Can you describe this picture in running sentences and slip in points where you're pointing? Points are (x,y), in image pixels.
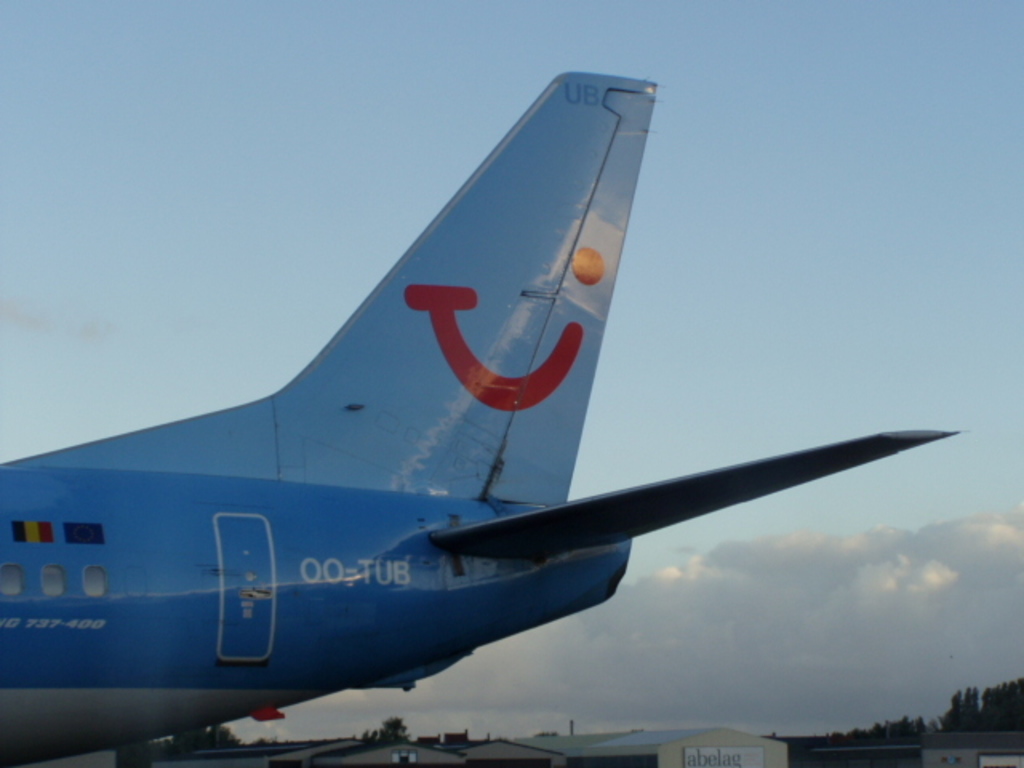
In this picture I can see there is a air plane (501,522) and it has few windows (61,591), rudder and a wing (509,544). There are buildings (779,737) and trees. The sky (666,154) has clouds (922,682).
